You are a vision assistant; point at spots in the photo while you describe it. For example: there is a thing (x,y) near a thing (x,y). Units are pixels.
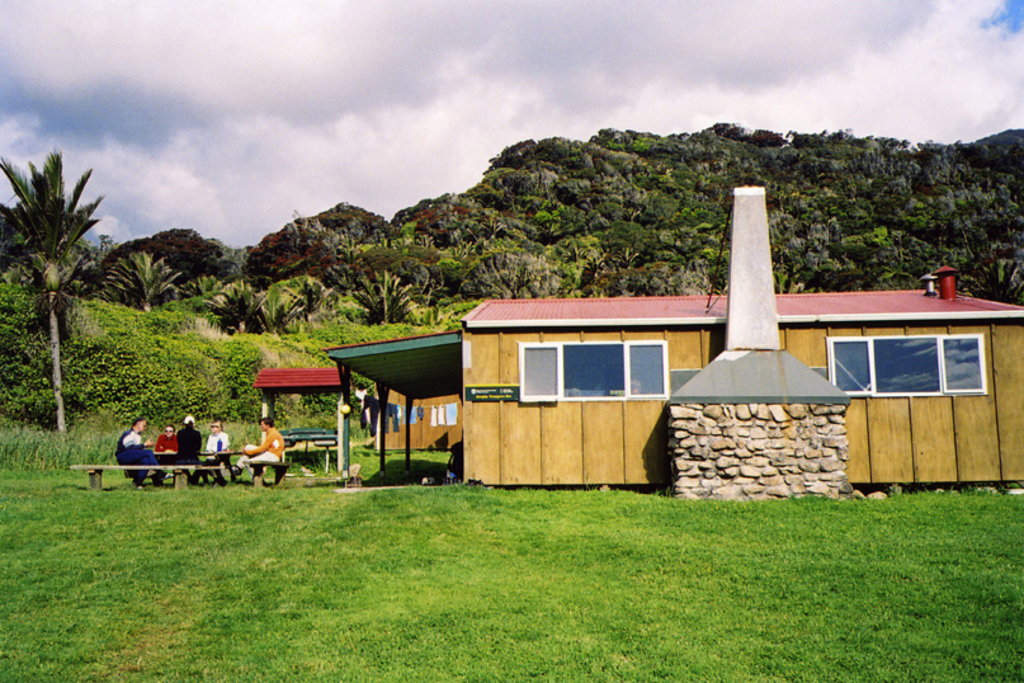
In this image there is the sky (554,61), there are clouds (516,72) in the sky (201,103), there are trees (721,172), there is a house (945,320) truncated towards the right of the image (752,222), there is a chimney (781,430), there are person (198,447) sitting on the bench (157,468), there is the grass (387,594), there are clothes (448,412), there is a board (483,388) on the house (511,409), there is text (498,393) on the board (468,398), there are windows (662,364), there are plants (59,449) truncated towards the left of the image (54,452).
